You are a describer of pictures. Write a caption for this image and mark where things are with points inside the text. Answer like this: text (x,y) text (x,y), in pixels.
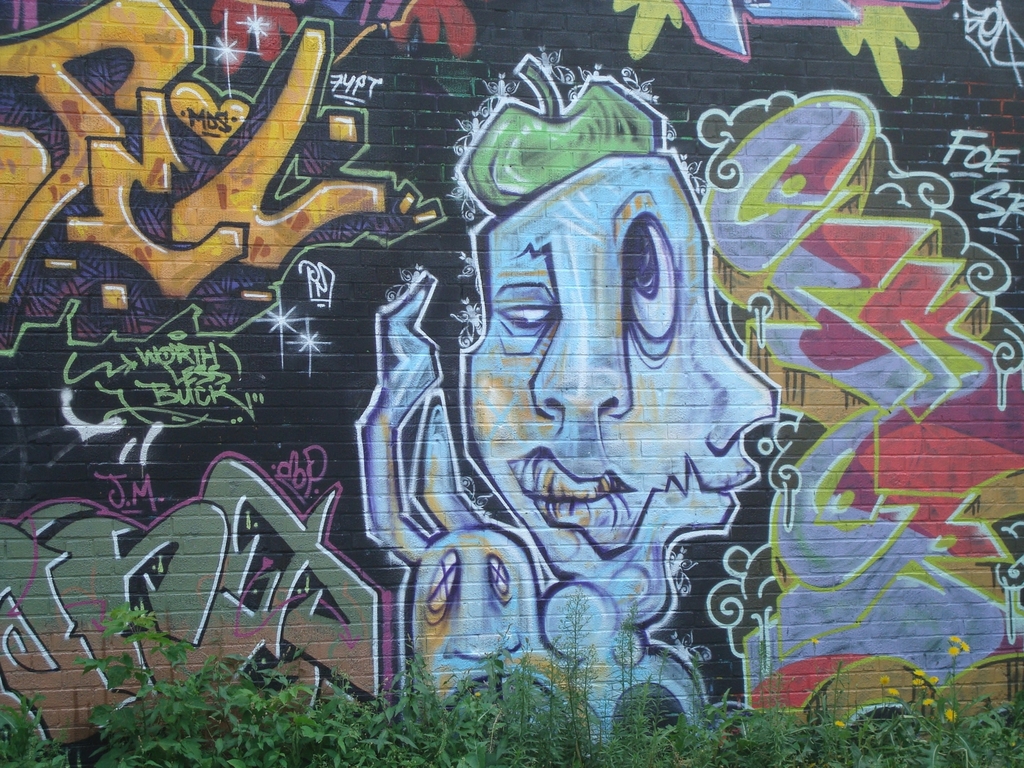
This picture consists of the wall (681,260), on the wall (807,275) I can see painting (719,406) and at the bottom (469,692) I can see plants (942,695) and flowers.
